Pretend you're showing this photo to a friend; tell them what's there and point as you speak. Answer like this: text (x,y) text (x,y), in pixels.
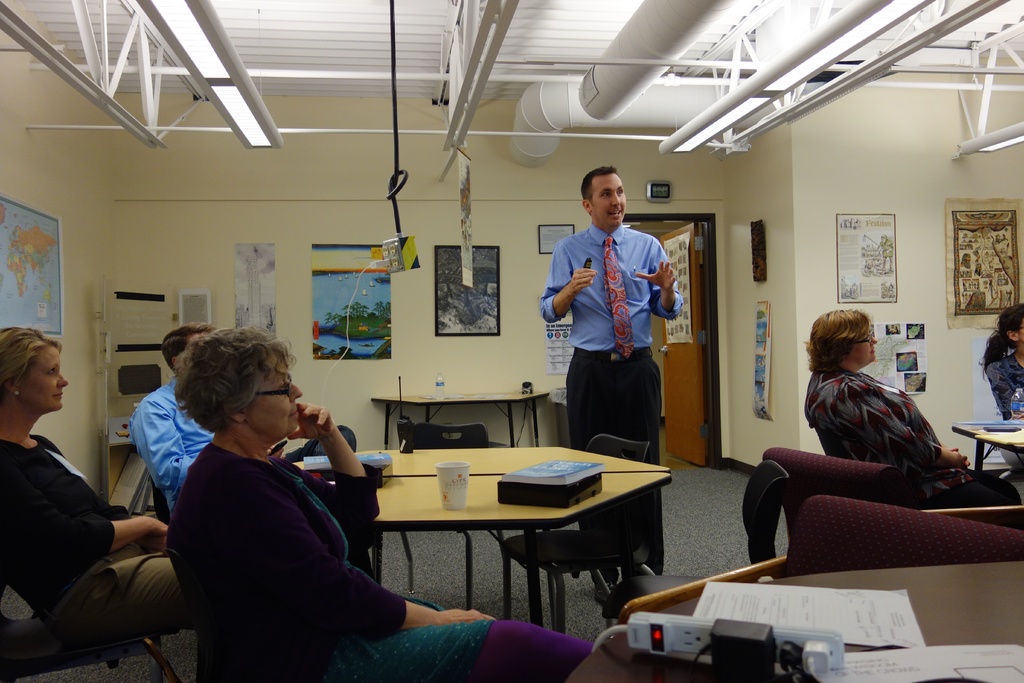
This picture is clicked inside the room (681,468). In the middle of the picture (592,315), we see a man (592,315) in blue shirt (587,320) and black pant (581,376) is talking. On the left bottom of the picture (327,512), we see three people (298,496) sitting on the chair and in front of them, we see table (420,476) on which book (526,477) and glass (450,473) are placed. On the right corner of the picture (1009,345), we see two women (828,372) sitting on chair (883,484). Behind them, we see a wall (848,182) on which many posters (893,286) are pasted and on background (227,252), we see a wall (277,188) which is yellow in color and we even see many posters (359,266) pasted on the wall (300,288). On the left middle of the picture (43,245), we see Atlas (31,268) pasted on the wall (73,296).
